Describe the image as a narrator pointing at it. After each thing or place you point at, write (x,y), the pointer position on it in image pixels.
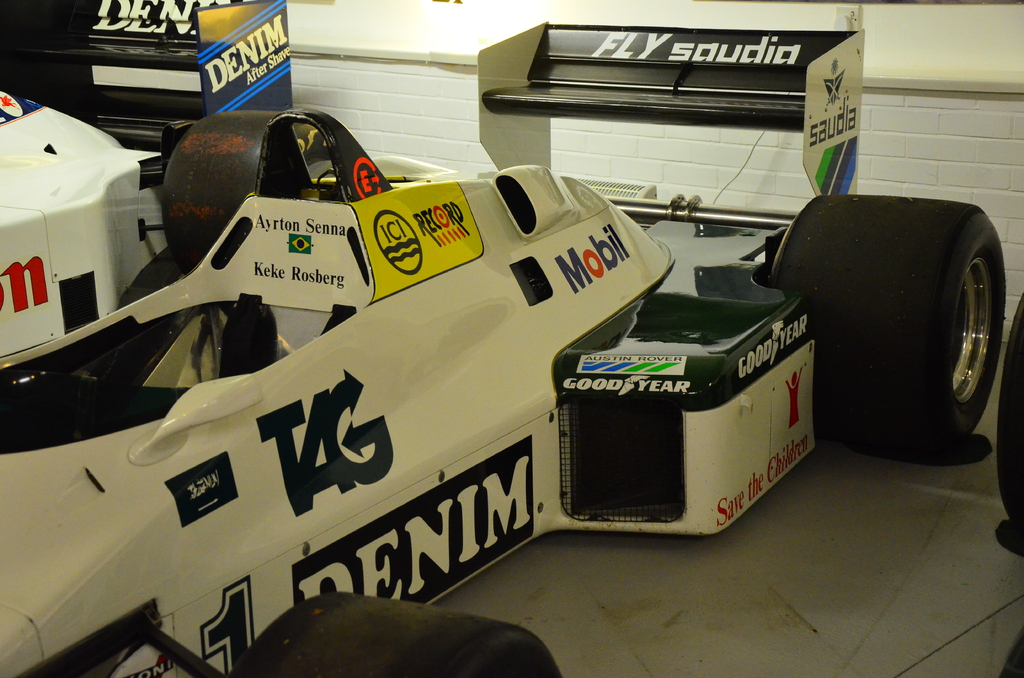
In this picture, we see the sports car (462,412) in white color and we see some text (396,542) written on it. Beside that, we see another sports car (42,201) in white color and behind that, we see the boards (221,63) in black and blue color with some text (219,72) written on it. We even see the boards (613,66) in black and white color. In the background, we see a white wall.
